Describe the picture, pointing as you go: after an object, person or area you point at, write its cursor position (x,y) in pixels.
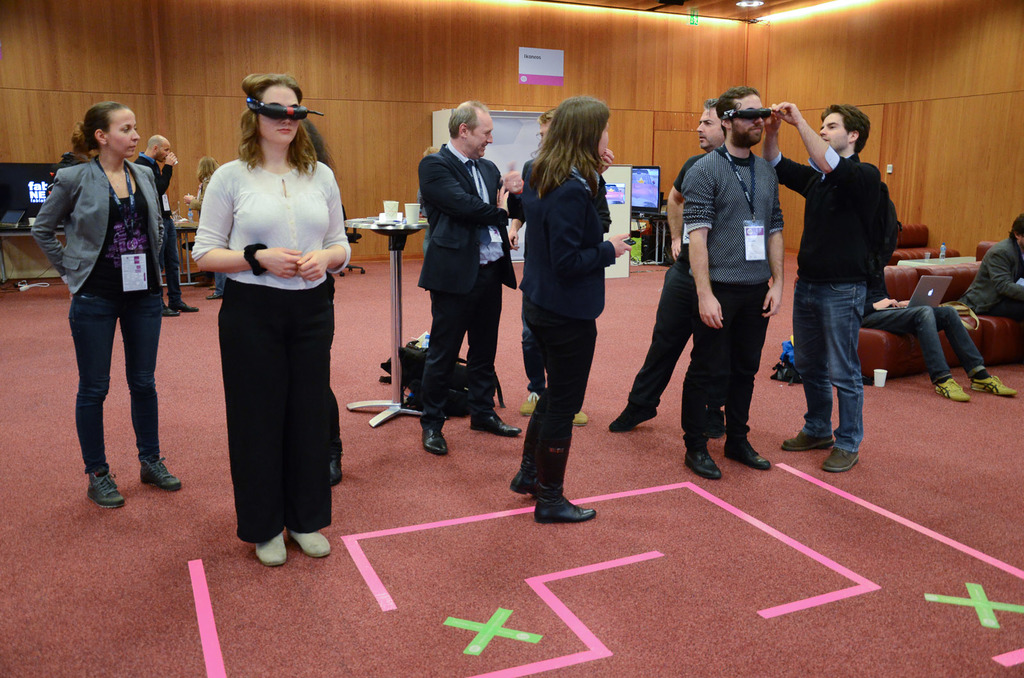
This picture is clicked inside the hall (26,108). On the left (318,174) there is a woman (275,178) wearing white color t-shirt (274,203) and a device (272,114) and standing on the floor (1001,396). On the right (755,168) we can see a man (742,132) wearing t-shirt (733,184) and a device (747,115) and standing on the floor (761,422) and we can see the group of persons (447,206) standing on the floor (806,550) and we can see the group of persons (989,311) sitting and we can see there are some objects (394,222) placed on the top of the tables (422,226) and we can see the digital screen (644,198) and many other objects (791,345) placed on the ground (513,359), we can see the sofas (991,341), wall (694,63), lights (636,10) and many other objects (851,494).
